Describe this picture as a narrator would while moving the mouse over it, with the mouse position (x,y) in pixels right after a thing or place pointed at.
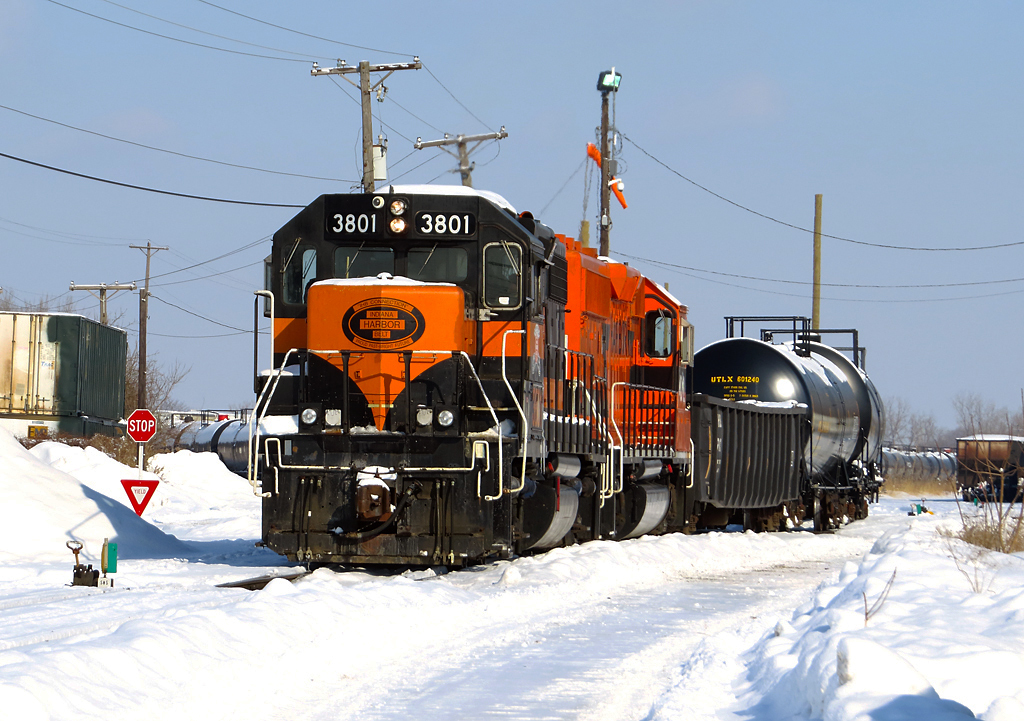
In the center of the image (443,439) we can see train (294,537) on the railway tracks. At the bottom of the image (402,689) we can see snow (438,667). In the background (192,441) there is a sign board (143,435), buildings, vehicles (66,415), poles (469,167) and sky (911,227).
